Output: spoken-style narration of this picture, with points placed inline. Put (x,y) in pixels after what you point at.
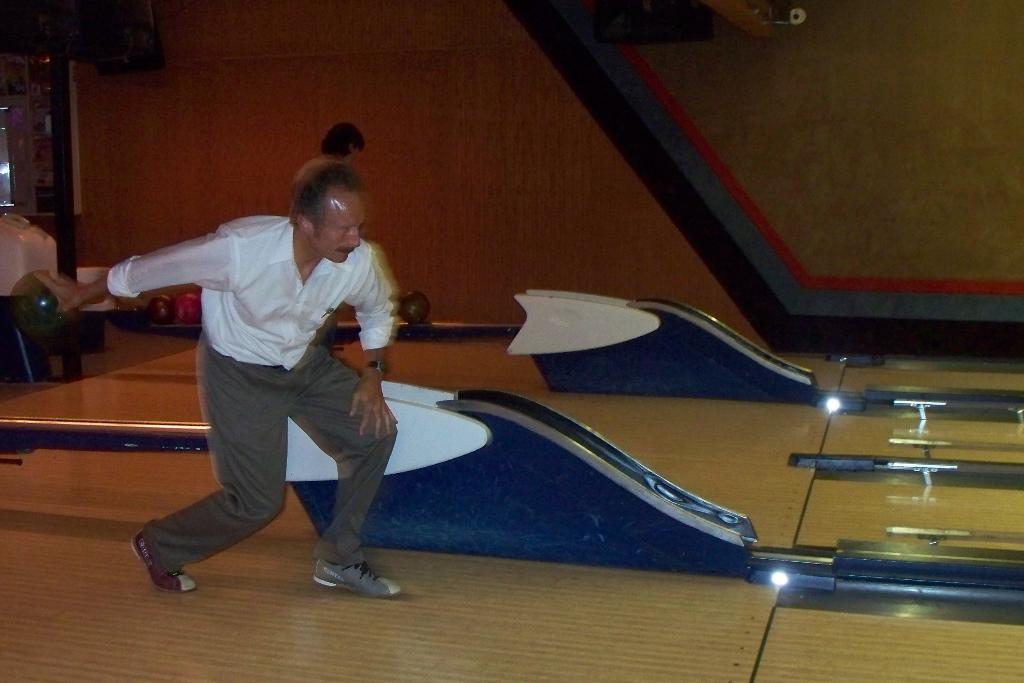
This man (257,274) is holding a ball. Far there are balls (428,303). This is wooden floor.
